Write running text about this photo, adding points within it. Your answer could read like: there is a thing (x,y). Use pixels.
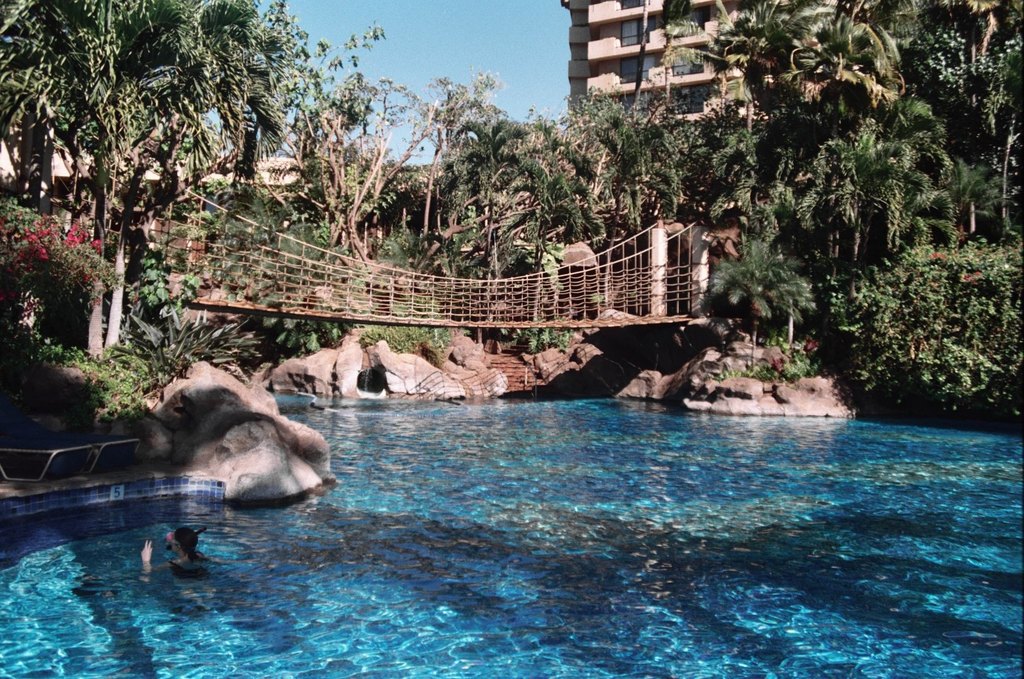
In this image I can see water (465,596) in the front (465,596) and on the left side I can see one person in the water (155,598). In the background (911,139) I can see few plants (61,306), number of trees (342,230), a bridge (293,254), few buildings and the sky (354,12).
